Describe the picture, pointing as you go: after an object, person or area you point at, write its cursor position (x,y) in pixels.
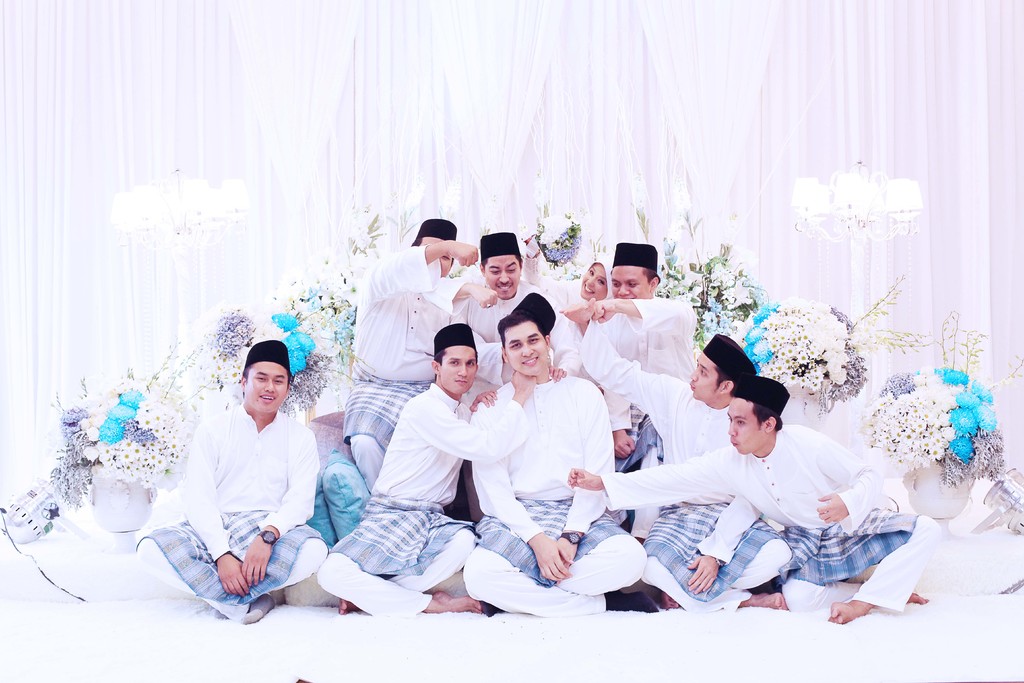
In this image there are a few people (413,500) sitting on the floor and on the sofa (340,419), behind them there are flower pots (777,351), lamps (173,245) and curtains (81,125).
